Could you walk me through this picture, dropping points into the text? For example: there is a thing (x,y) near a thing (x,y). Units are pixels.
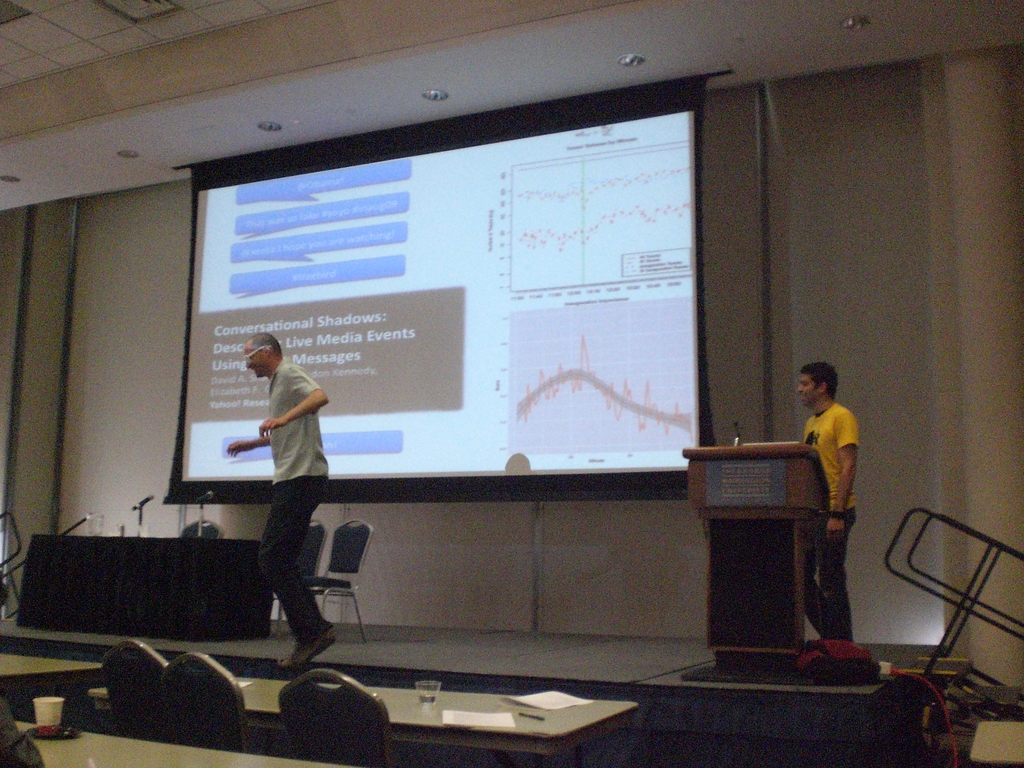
In this picture there is a big projector screen (541,419) on the stage (223,643). In the front (313,417) there is a person (286,485) wearing white t-shirt (298,459) is a jumping. On the right corner (837,438) there is a boy (832,479) wearing yellow color t-shirt (821,433), standing at the speech desk (749,533) and looking to him. In the front (256,704) bottom side there is some tables (267,710) and chairs (141,724).
